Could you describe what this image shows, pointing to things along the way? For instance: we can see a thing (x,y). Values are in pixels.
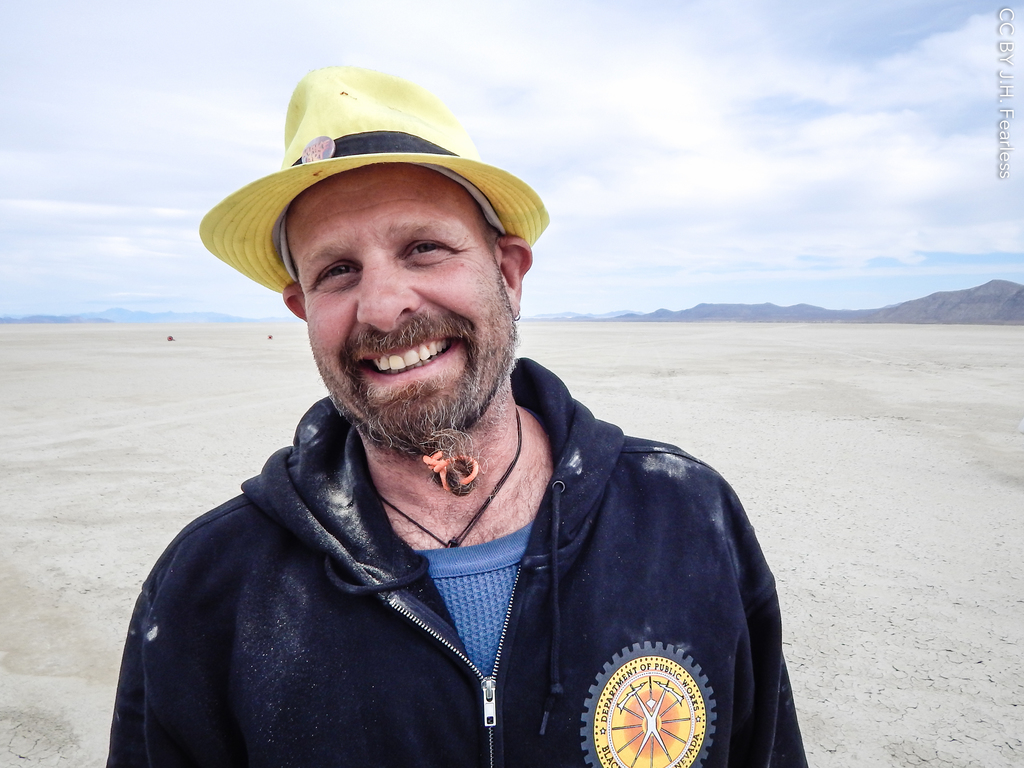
In this picture I can see a man (408,387) smiling, there are hills (908,321), and in the background (776,89) there is the sky (855,89).
